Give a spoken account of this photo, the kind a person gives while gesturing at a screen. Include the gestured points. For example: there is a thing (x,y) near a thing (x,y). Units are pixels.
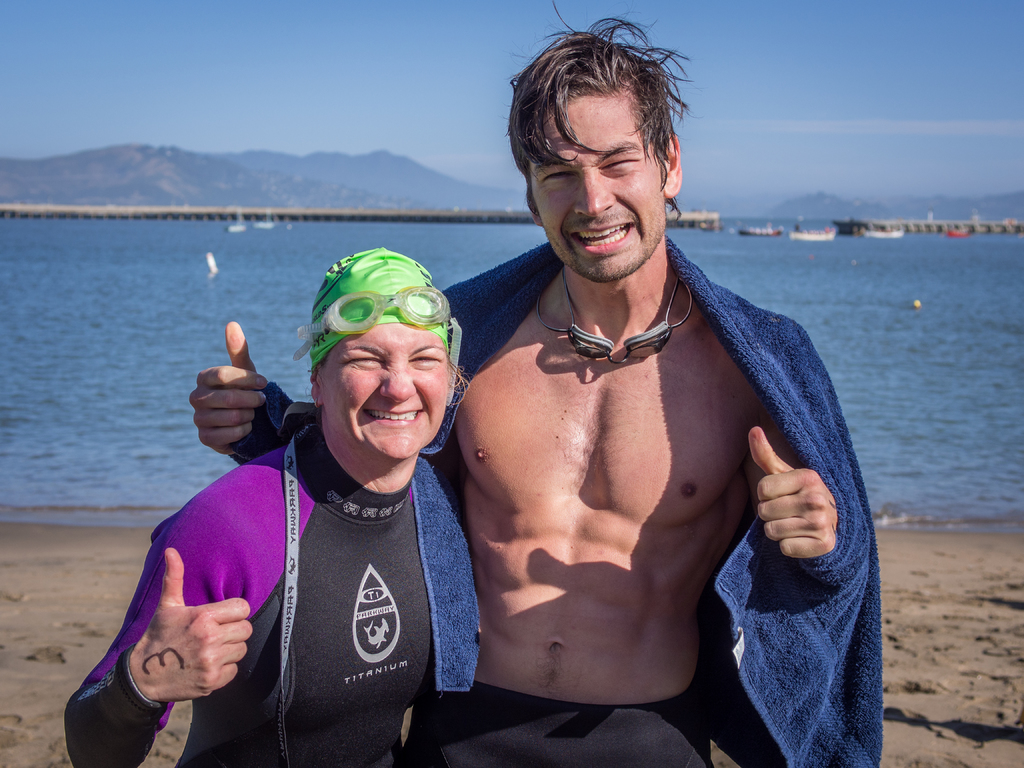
In this image we can see there are two persons (505,621) standing on the ground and at the back (825,231) there are boats (761,235) on the water (805,246). And there is the bridge (516,218), mountains (311,155) and the sky (305,48).
